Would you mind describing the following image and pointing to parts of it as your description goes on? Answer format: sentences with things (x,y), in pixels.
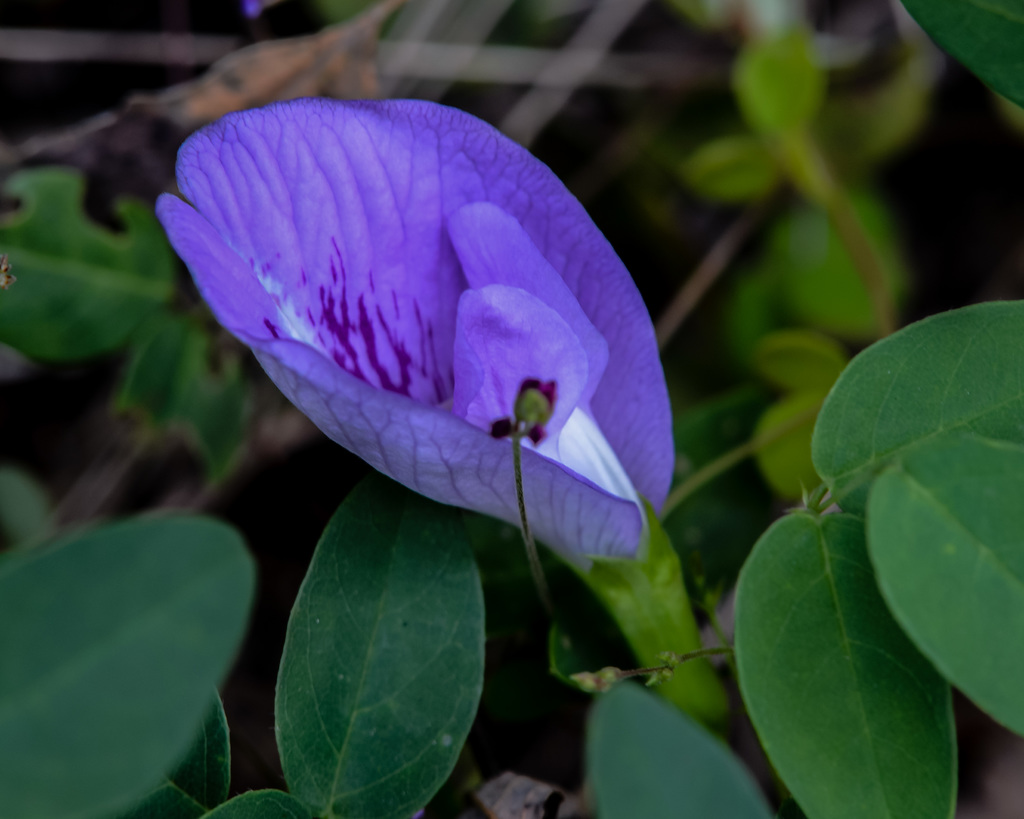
In this picture I can observe violet color flower (380,276). There are green color leaves (472,627). In the background (88,267) there are some plants (711,453).
